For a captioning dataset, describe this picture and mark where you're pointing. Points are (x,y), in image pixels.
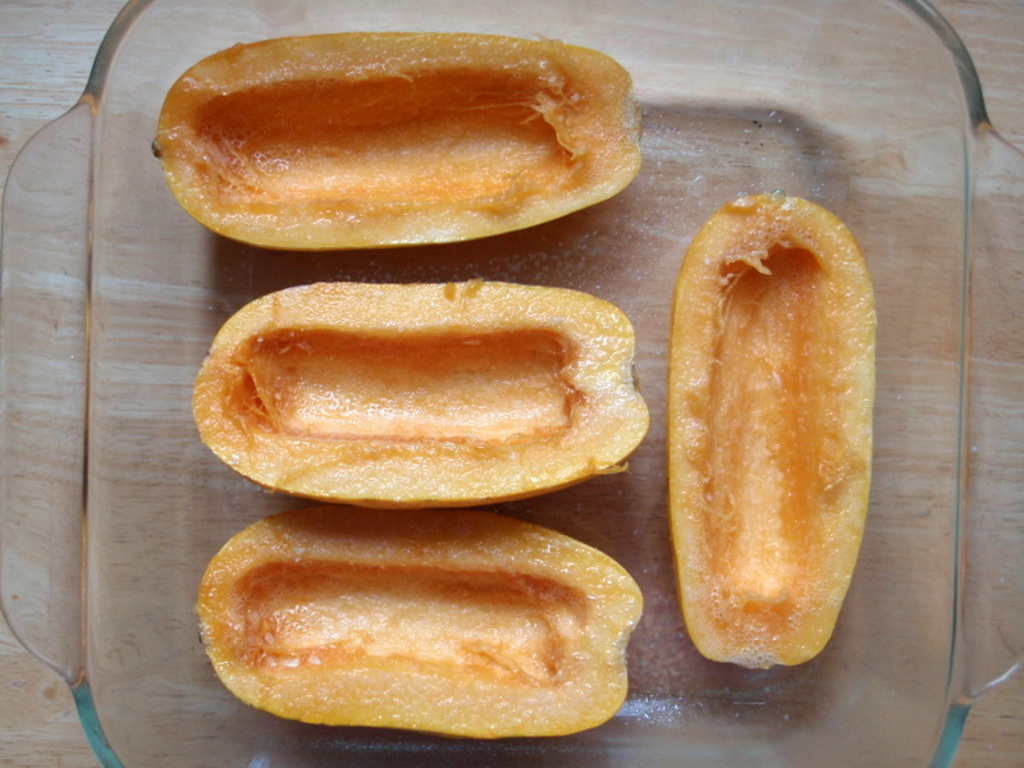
In the middle of the image (665,284) there is a table (66,16), on the table (66,16) there is a bowl (639,504). In the bowl (665,318) there are some fruits (435,83).
